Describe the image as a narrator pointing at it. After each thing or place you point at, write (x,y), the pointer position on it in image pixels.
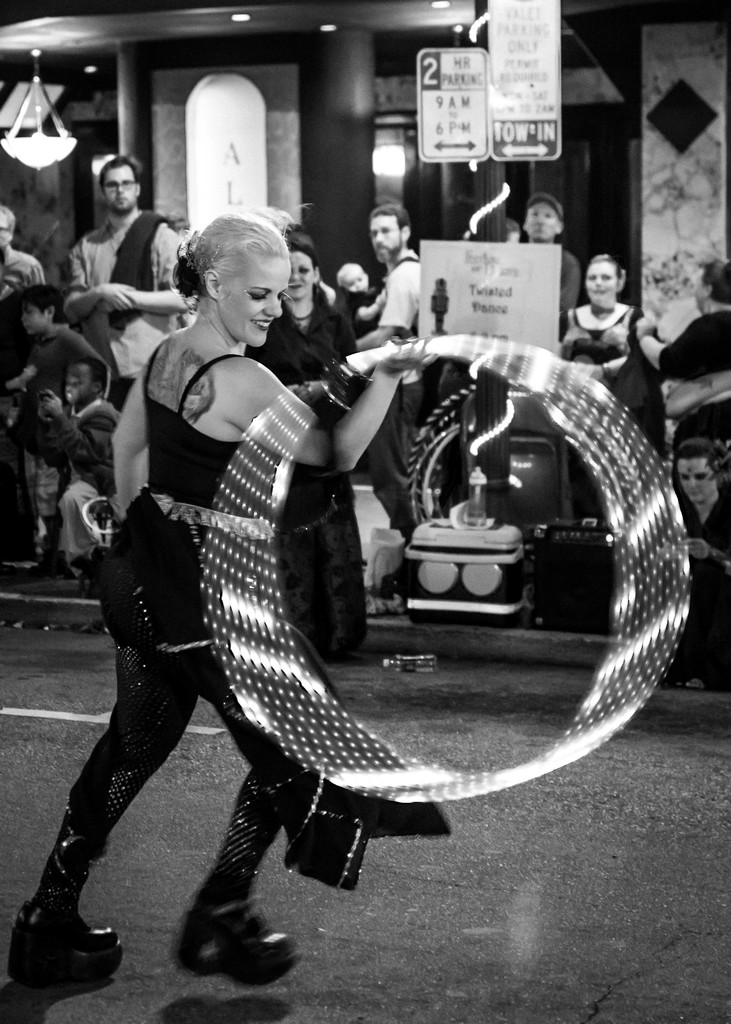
In this image we can see some group of persons (340,312) standing and a person (165,575) wearing black color dress (165,666) doing some gymnastics and at the background of the image (277,58) there is wall (395,98), lights (394,150) and some boards (492,110).
